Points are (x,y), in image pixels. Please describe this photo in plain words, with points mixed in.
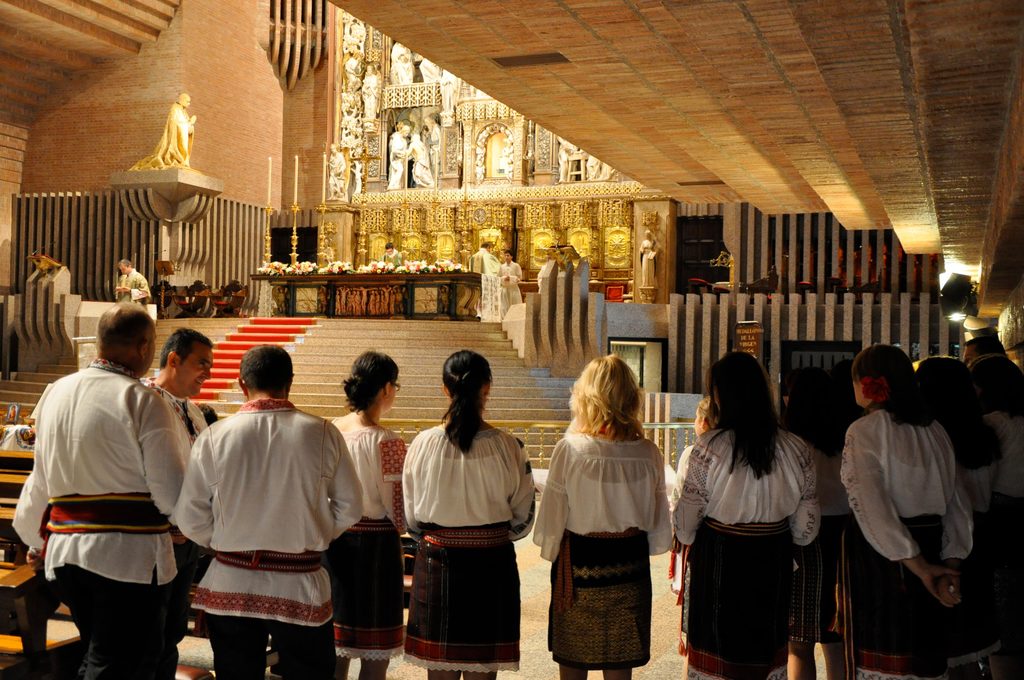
As we can see in the image there are few people (361,491), stairs (312,376), statues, tables (383,278) and a wall (201,71).
